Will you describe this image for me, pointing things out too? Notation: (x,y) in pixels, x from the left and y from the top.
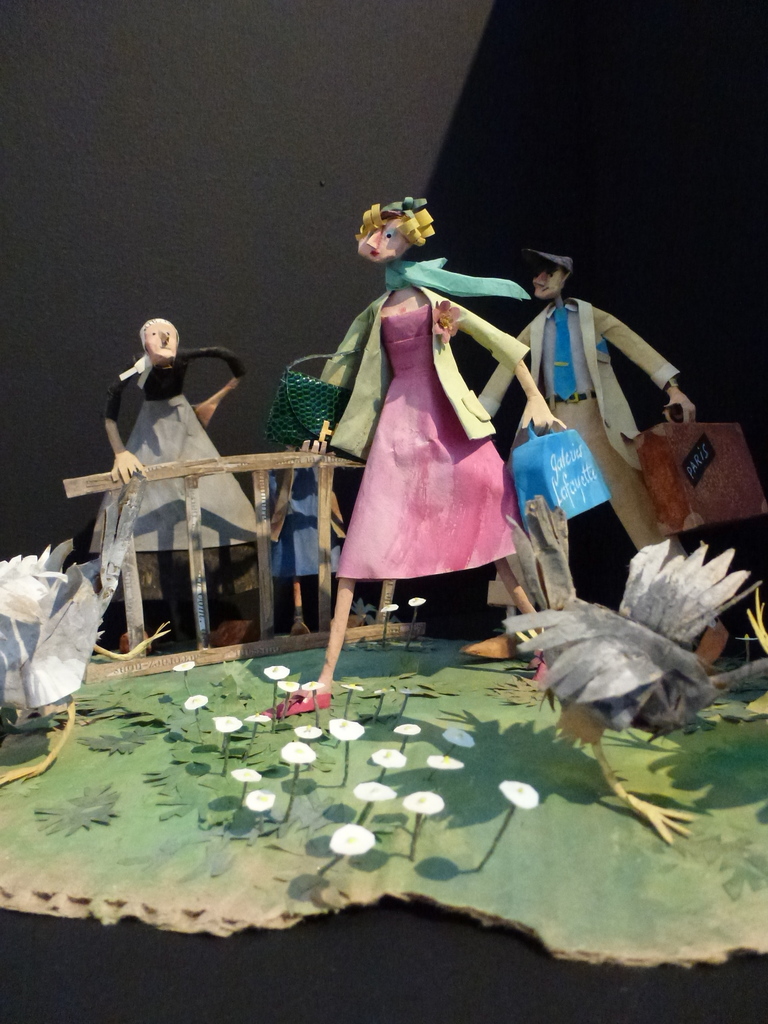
This image looks like a craft (326,357) made of cardboard (492,339) in the foreground (19,707). And there is a wall (120,113) in the background (308,295).
